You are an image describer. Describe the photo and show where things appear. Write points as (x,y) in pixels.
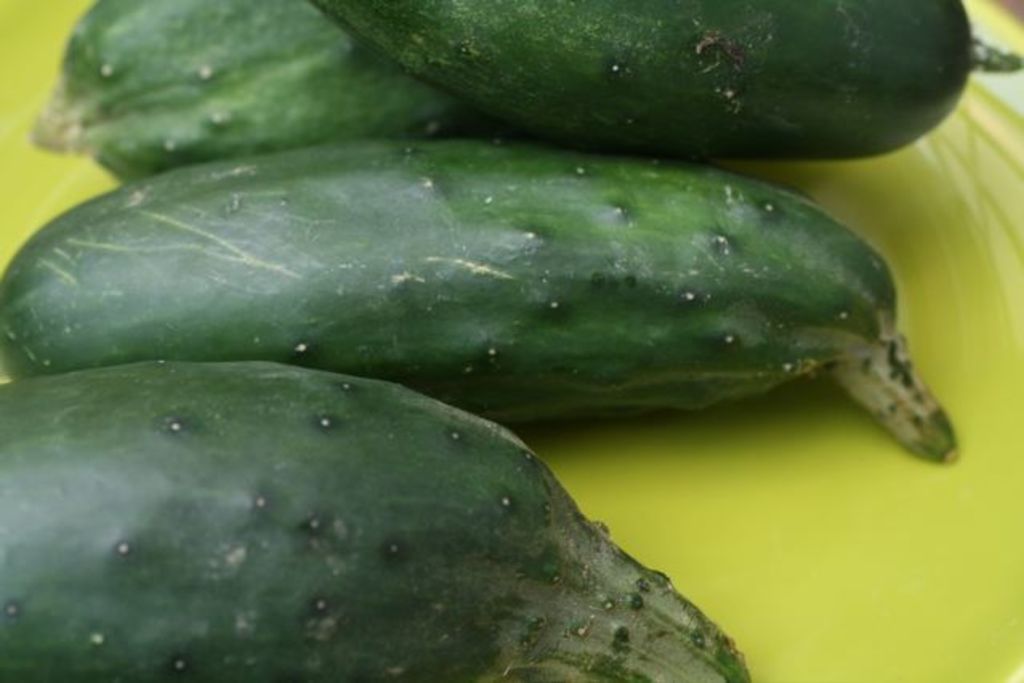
In this image I can see few vegetables (605,531).
